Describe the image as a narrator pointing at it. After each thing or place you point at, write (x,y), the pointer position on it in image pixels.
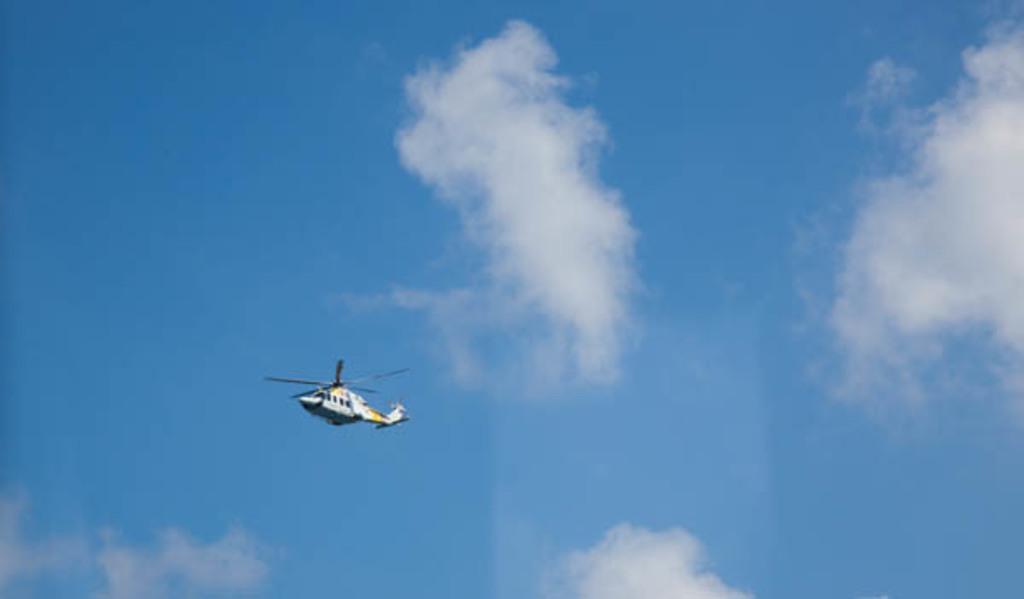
In this image we can see helicopter (346,407) is flying in the air (352,429). In the background (529,174), we can see the blue sky (300,258) with clouds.
